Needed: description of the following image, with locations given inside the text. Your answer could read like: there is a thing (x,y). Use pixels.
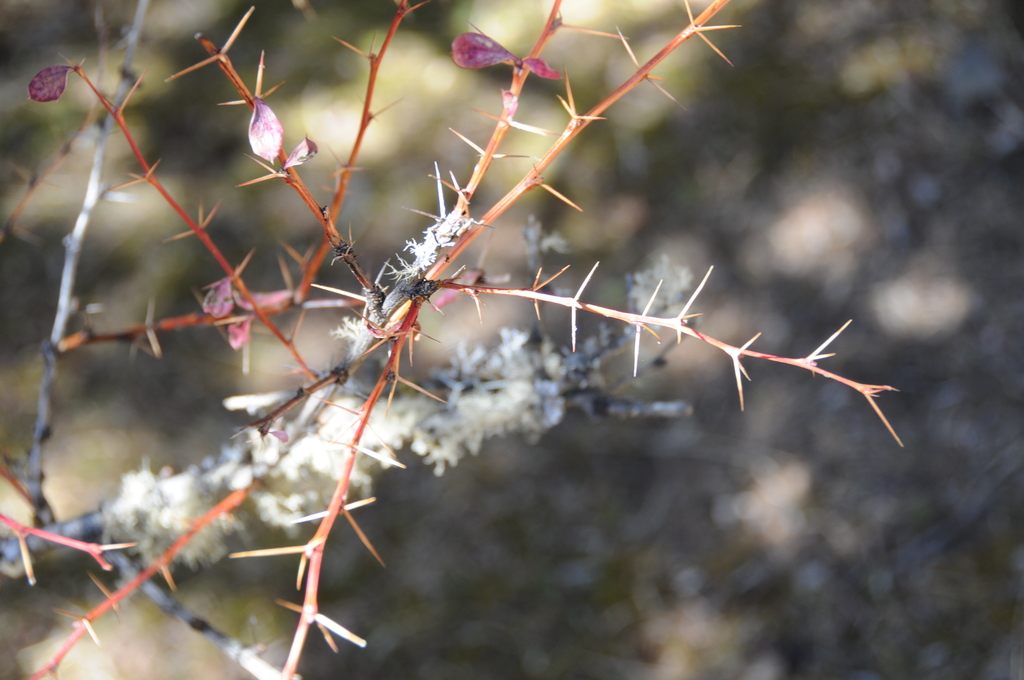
In the image there are stems (175,552) with thorns (438,192). And also there are white color object (287,483) on the stem (313,417). Behind the stems (267,307) there is a blur background (70,128).
